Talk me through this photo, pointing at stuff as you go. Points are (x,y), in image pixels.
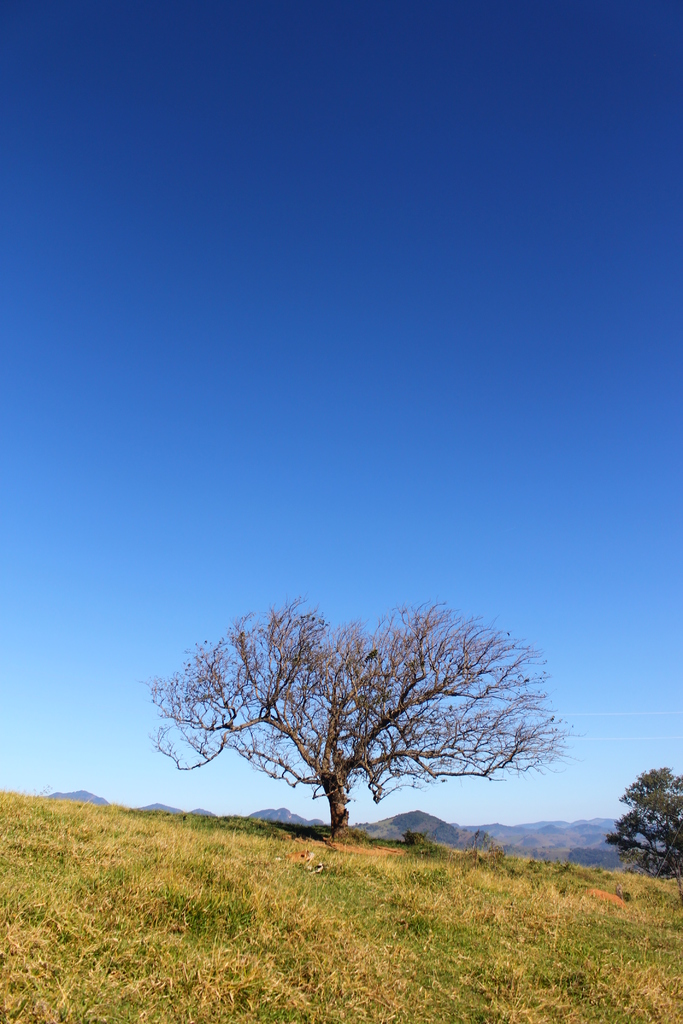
In the image we can see a trees (628,827), grass (441,936), mountain (440,827) and a blue sky (209,454).
